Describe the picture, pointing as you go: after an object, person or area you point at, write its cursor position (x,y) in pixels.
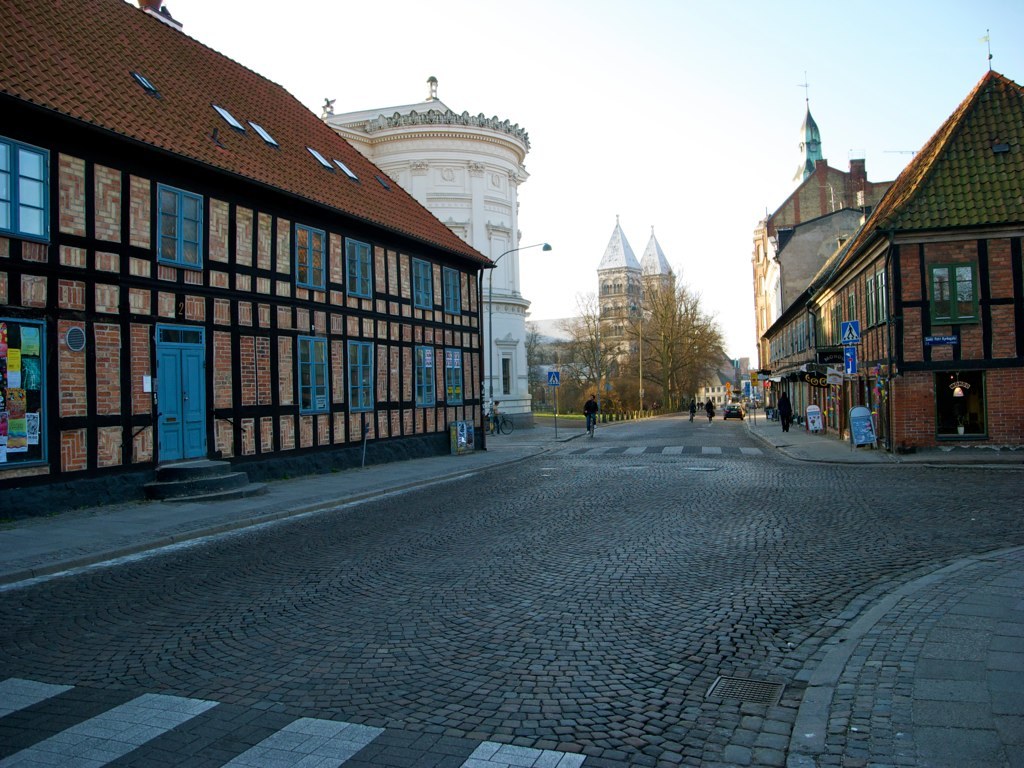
These are the buildings (324,322) with windows (980,380) and doors (160,425). I can see few people (690,410) standing. This is a car (738,416) and a bicycle (497,425) on the road (744,422). These are the kind of boards (870,422). I can see a sign board (843,363) attached to the poles (555,387). These are the trees (669,350).
